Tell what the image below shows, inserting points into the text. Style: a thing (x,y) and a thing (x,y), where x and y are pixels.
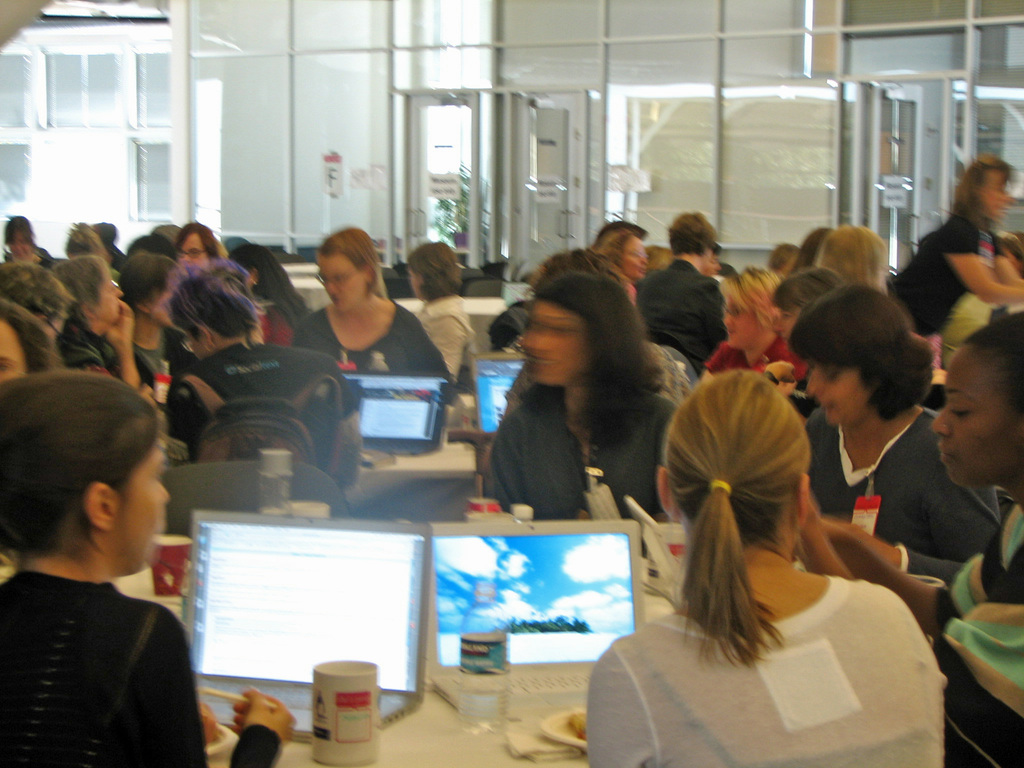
As we can see in the image there are group of people (579,352) sitting on chairs (191,514). There are doors (469,165) and tables (308,767). On tables (441,508) there are screens (367,557), mugs (156,575) and plates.
